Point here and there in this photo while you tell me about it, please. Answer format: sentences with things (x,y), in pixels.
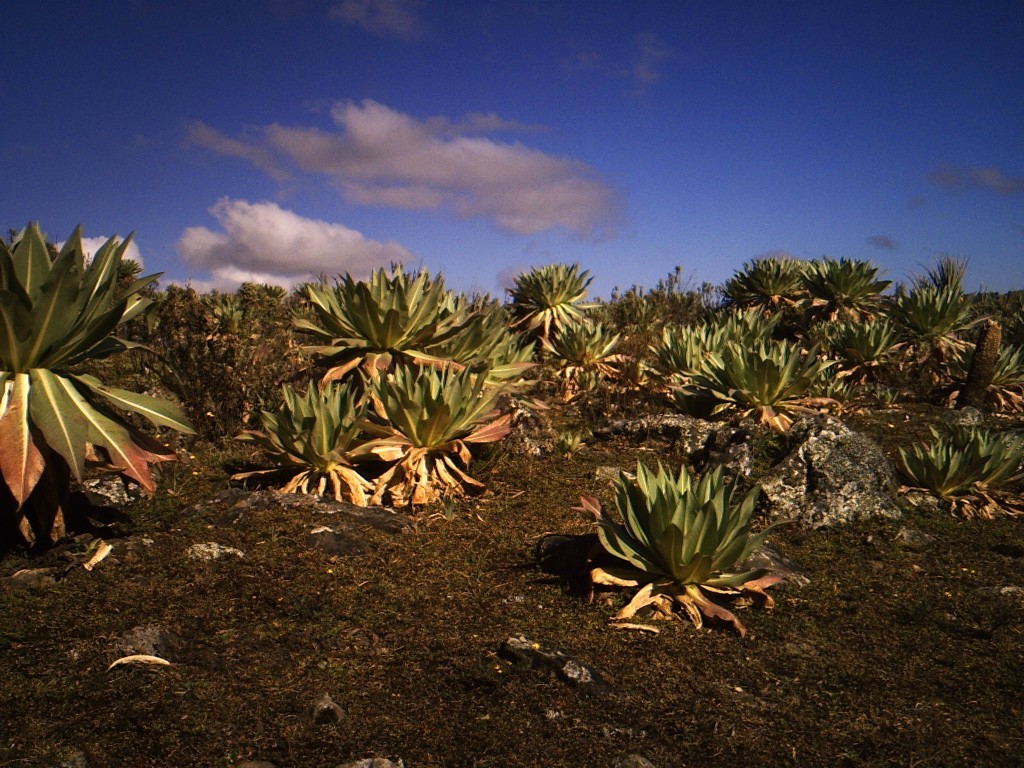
In the front of the image (441,405) there are plants (322,424) and grass (495,565). In the background of the image (566,154) there are clouds (518,180) and the sky (674,173).
